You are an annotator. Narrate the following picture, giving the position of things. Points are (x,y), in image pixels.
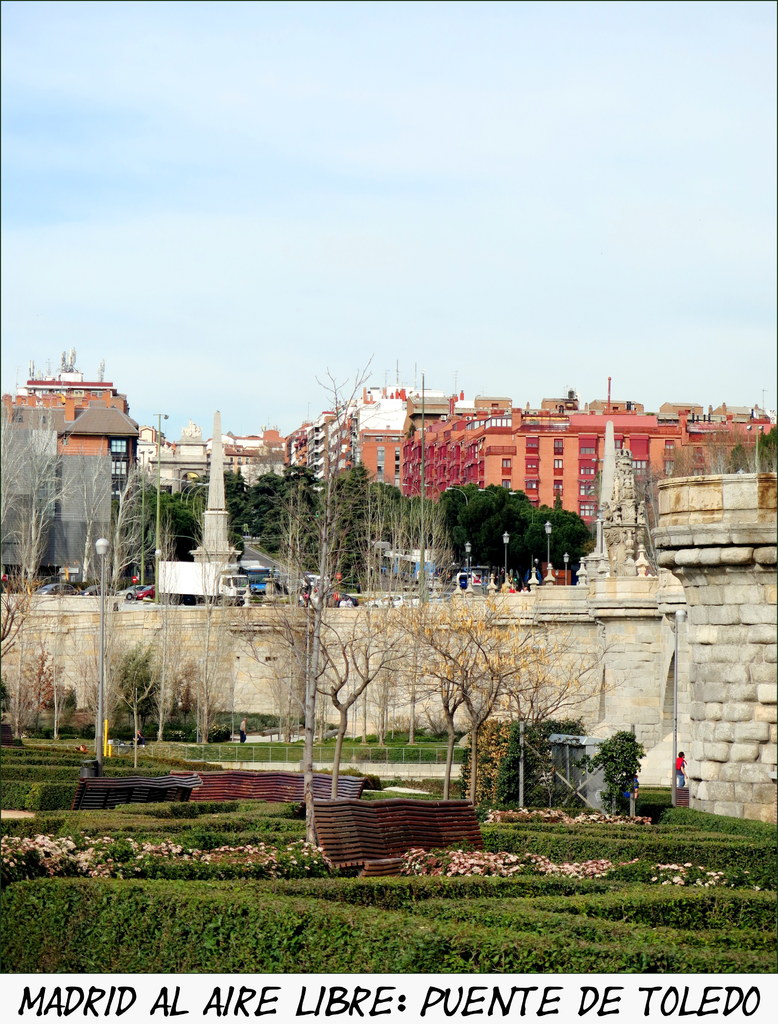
In the picture I can see buildings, trees (268,545), plants (302,859) and wall fence (370,756). In the background (400,508) I can see the sky (471,305), vehicles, street lights (424,545), trees (391,532) and some other objects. Here I can see something written on the image.
